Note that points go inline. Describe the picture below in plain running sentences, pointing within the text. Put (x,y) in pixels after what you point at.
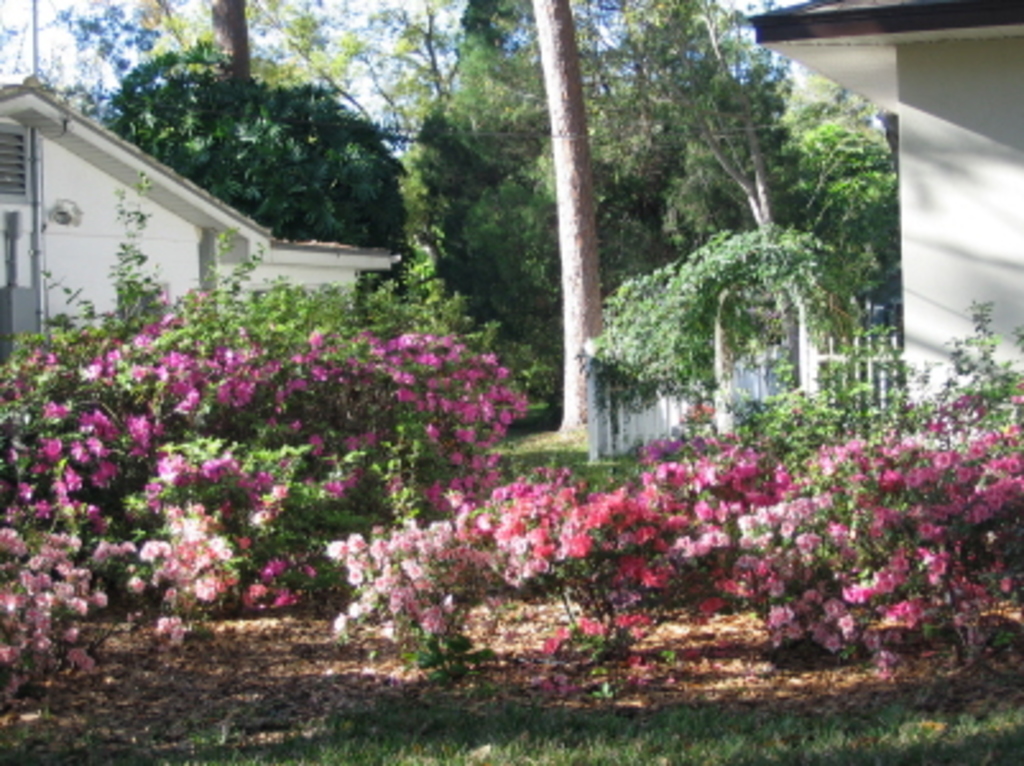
In this picture we can see plants (356,566) with flowers (383,554) and grass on the ground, here we can see houses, fence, trees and we can see sky (383,73) in the background (480,301).
